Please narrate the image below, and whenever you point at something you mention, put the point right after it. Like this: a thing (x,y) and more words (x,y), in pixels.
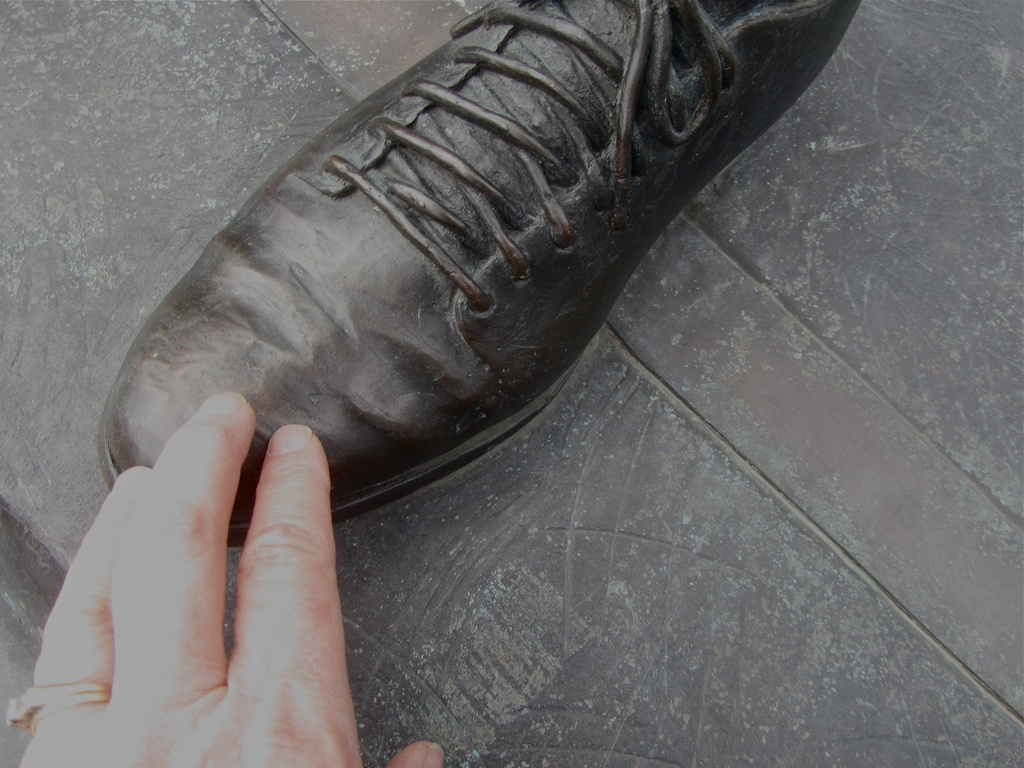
In this image I can see depiction of a shoe (312,416) and here I can see hand (163,470) of a person (50,761). I can also see a ring (82,690) on his finger (97,623).
